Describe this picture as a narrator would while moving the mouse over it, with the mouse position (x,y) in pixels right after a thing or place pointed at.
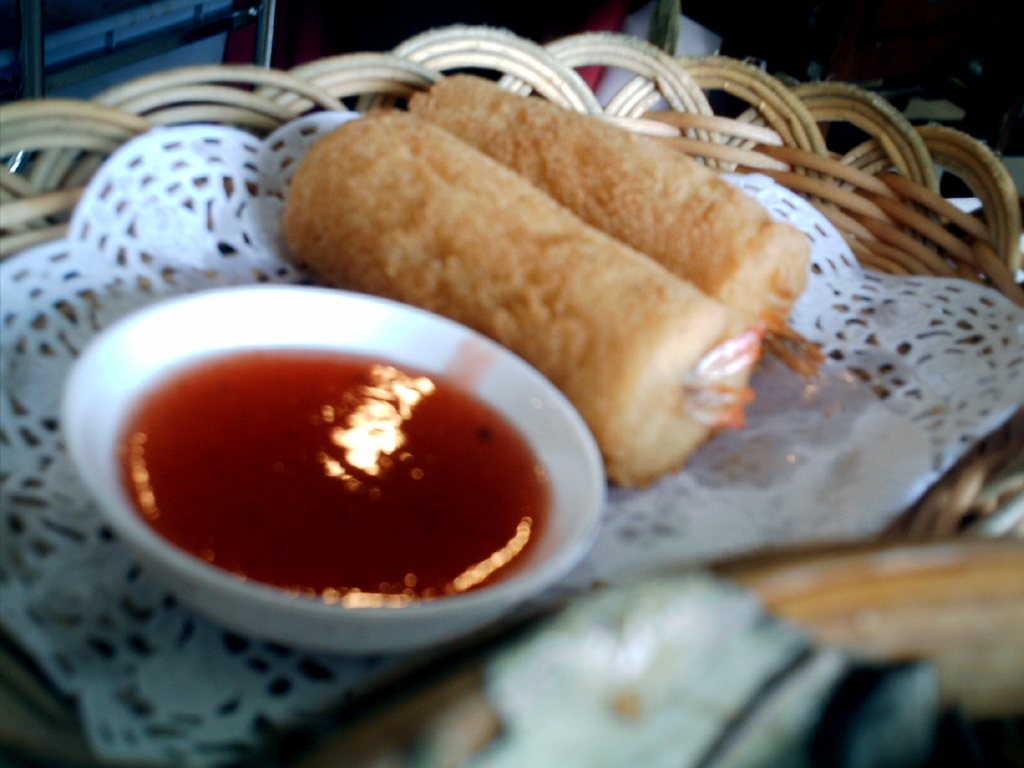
At the bottom of the image (340,764) we can see a basket (665,113), in the basket (632,113) we can see some food (335,173) and cup (342,322).
